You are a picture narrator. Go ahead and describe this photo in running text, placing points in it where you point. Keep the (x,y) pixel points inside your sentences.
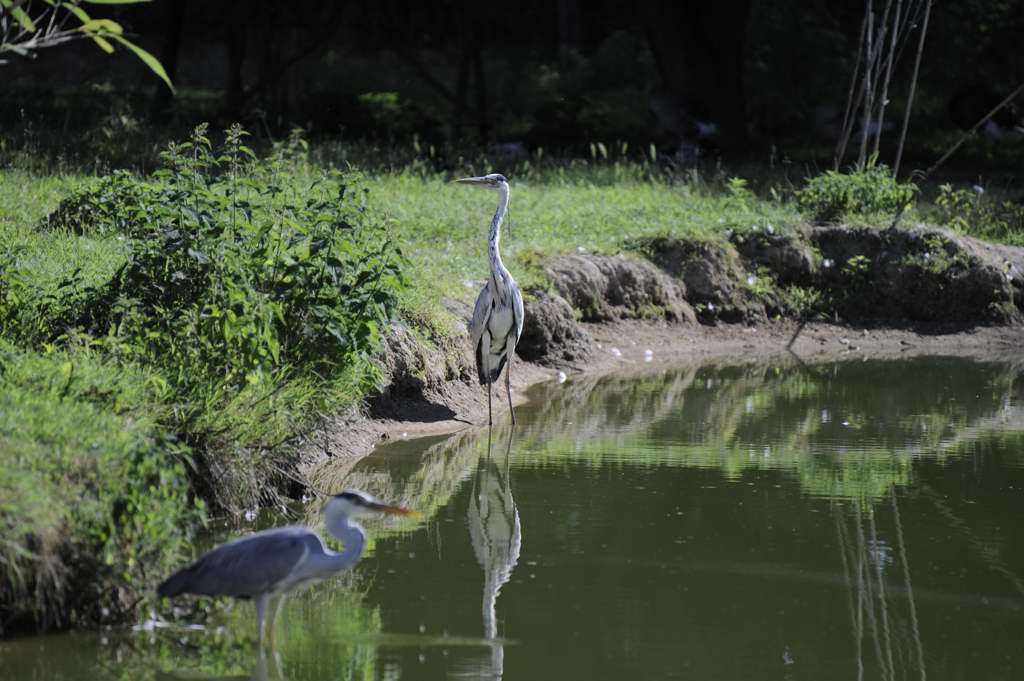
In this image we can see two birds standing in water (603,440) and in the background (300,197) there are plants (277,209) and grass (534,224).
